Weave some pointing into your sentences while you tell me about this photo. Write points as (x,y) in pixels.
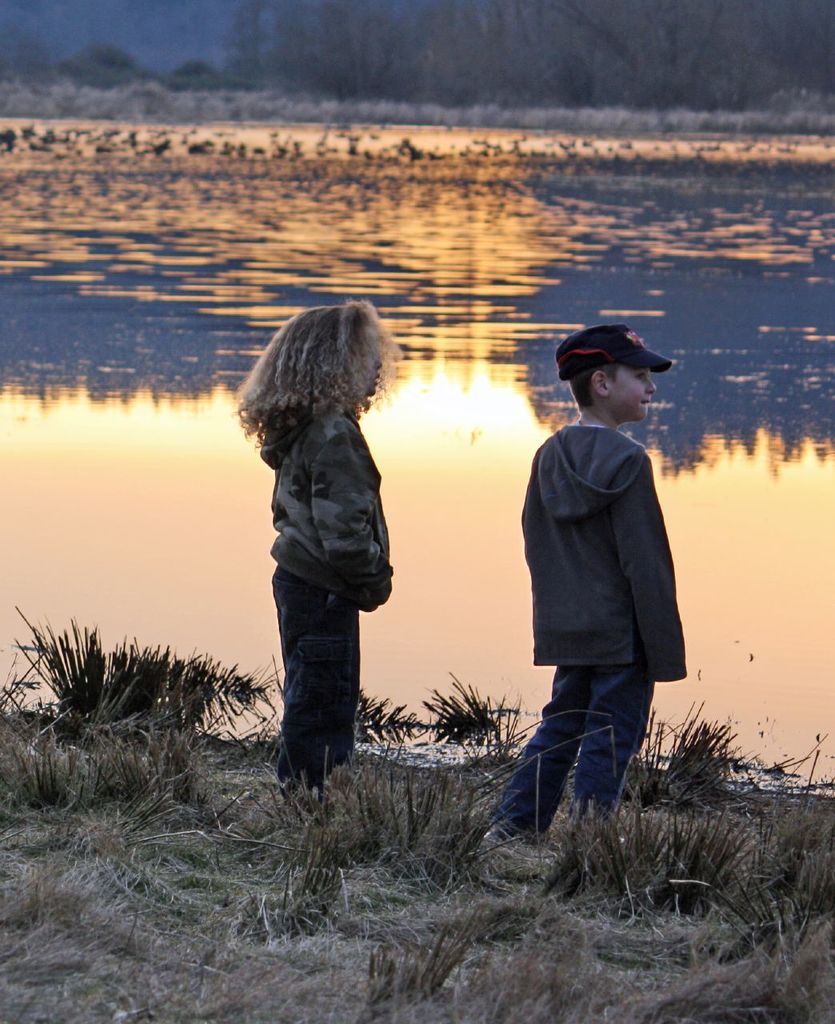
In this image, we can see grass (468,1013) on the ground (468,1013), at the right side (588,782) there is a boy (578,565) standing and he is wearing a black color hat (588,350), there is a girl (313,446) standing beside the boy (611,536), we can see water (434,302) and there are some trees (445,63).
